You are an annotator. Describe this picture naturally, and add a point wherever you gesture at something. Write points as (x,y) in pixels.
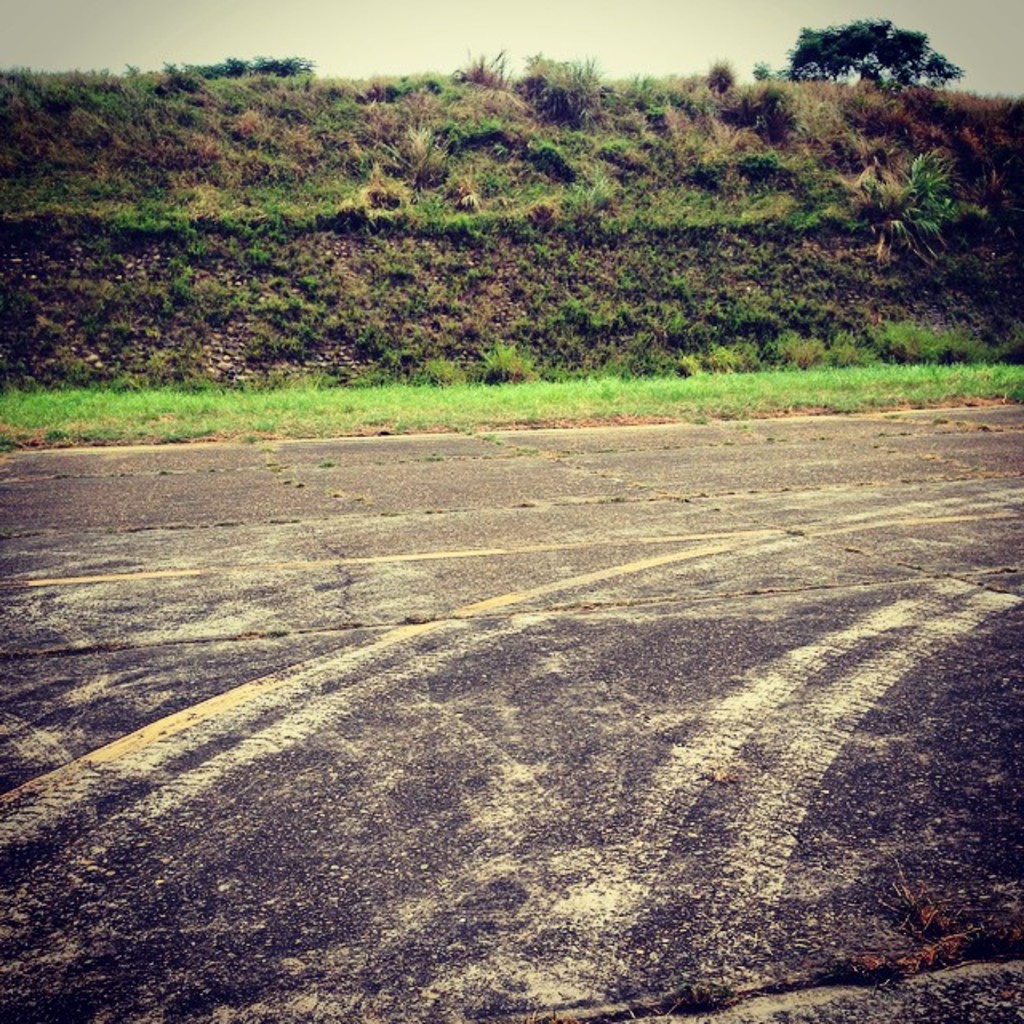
In the picture I can see the grass (465,386), plants (568,221) and a tree (820,66). In the background (587,30) I can see the sky (467,49).
